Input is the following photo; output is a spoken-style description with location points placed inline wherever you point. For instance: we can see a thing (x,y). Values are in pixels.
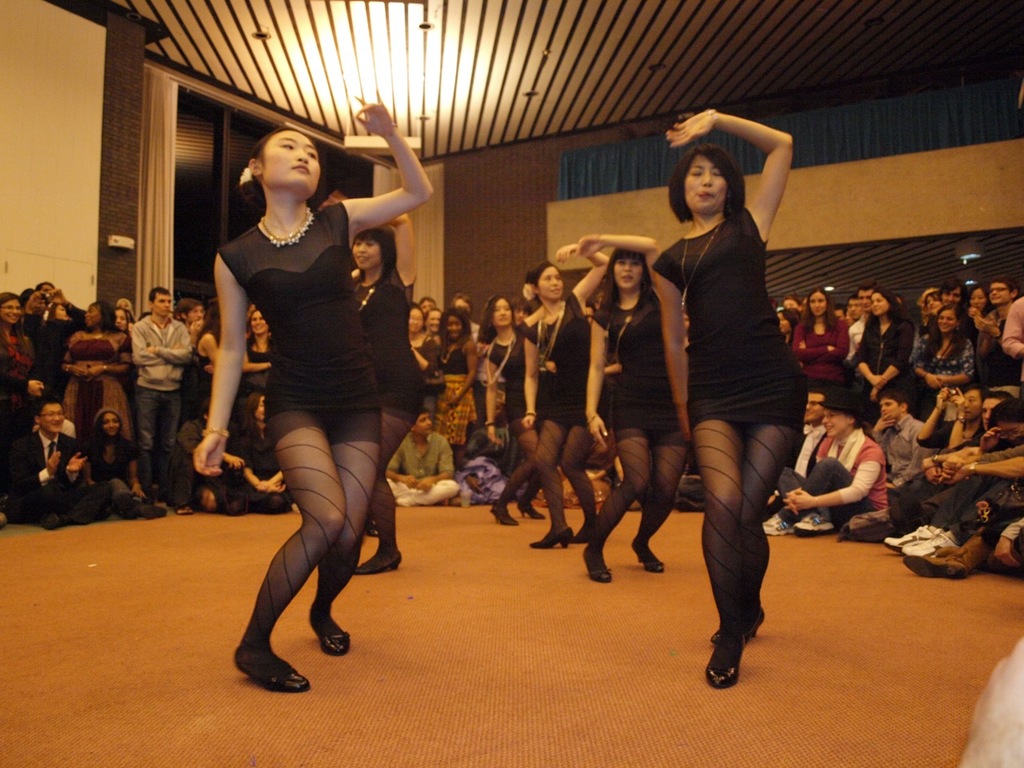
This image consists of so many people (574,438). Some are sitting, some are standing. And some people (373,320) in the middle (675,359) who are wearing black dress (378,333) are dancing.
